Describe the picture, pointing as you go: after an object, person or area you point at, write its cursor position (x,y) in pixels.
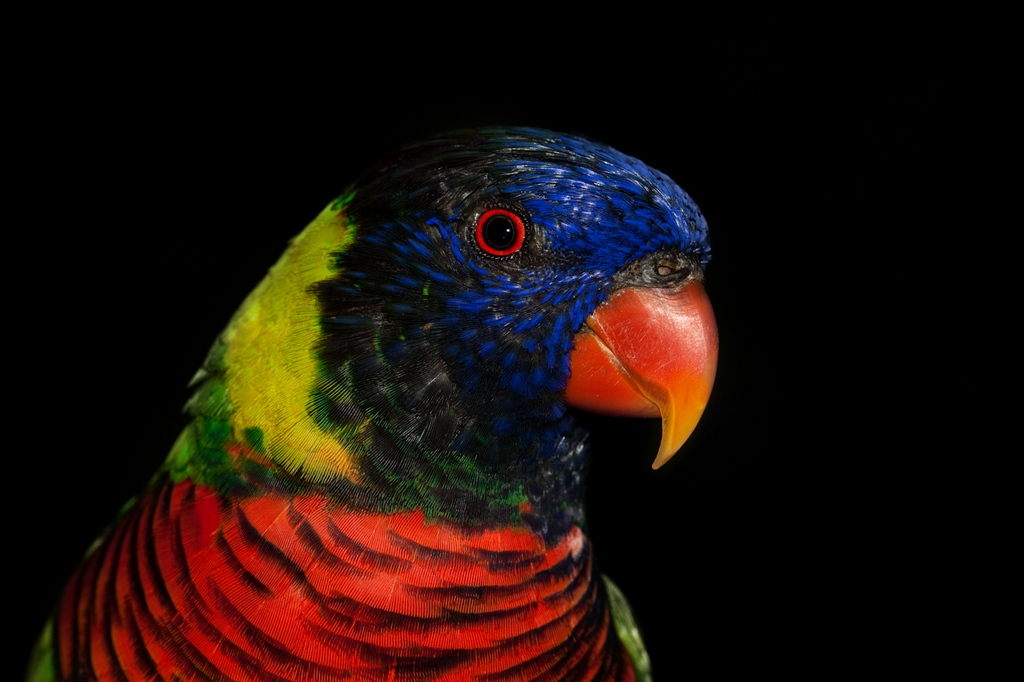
In the picture we can see a parrot (316,573) and the parrot (331,637) is red, yellow, green and some part black, blue in color and the beak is red and yellow in color.
